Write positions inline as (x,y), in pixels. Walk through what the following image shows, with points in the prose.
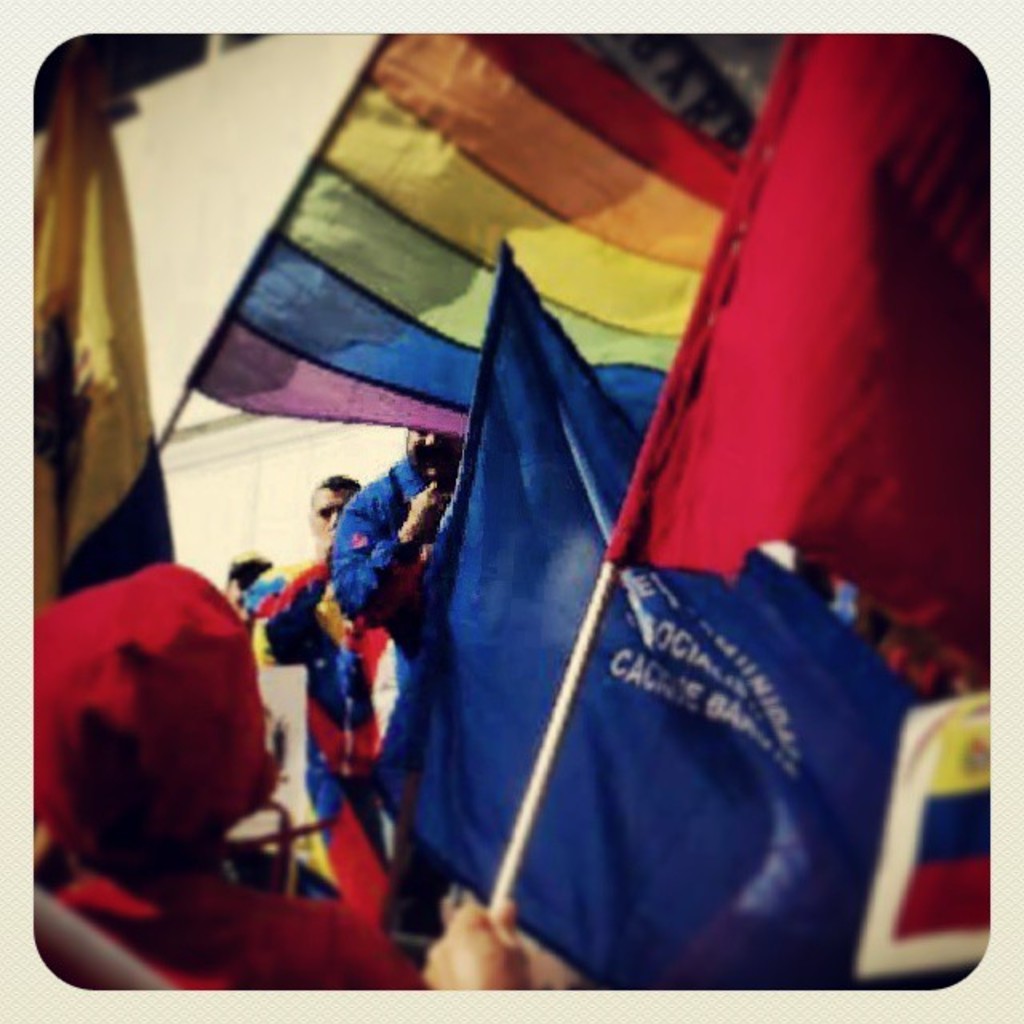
In this image I see number of flags (481,336) which are colorful and I see few persons (162,733) and I see something is written on this flag (667,646).
